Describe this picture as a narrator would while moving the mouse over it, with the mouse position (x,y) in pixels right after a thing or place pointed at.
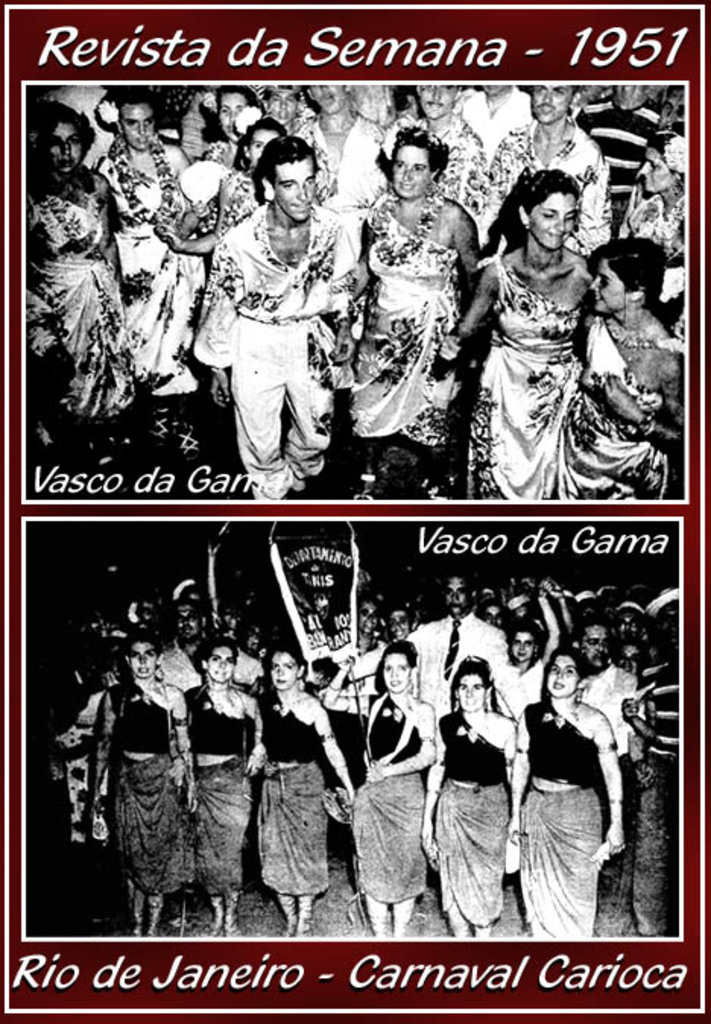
It is a poster (316,858). in this image, we can see two pictures (415,832) and text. Here we can see two groups of people (392,744). Few are wearing different costumes (367,379). Here we can see a banner (333,584). Few people (491,452) are smiling.
